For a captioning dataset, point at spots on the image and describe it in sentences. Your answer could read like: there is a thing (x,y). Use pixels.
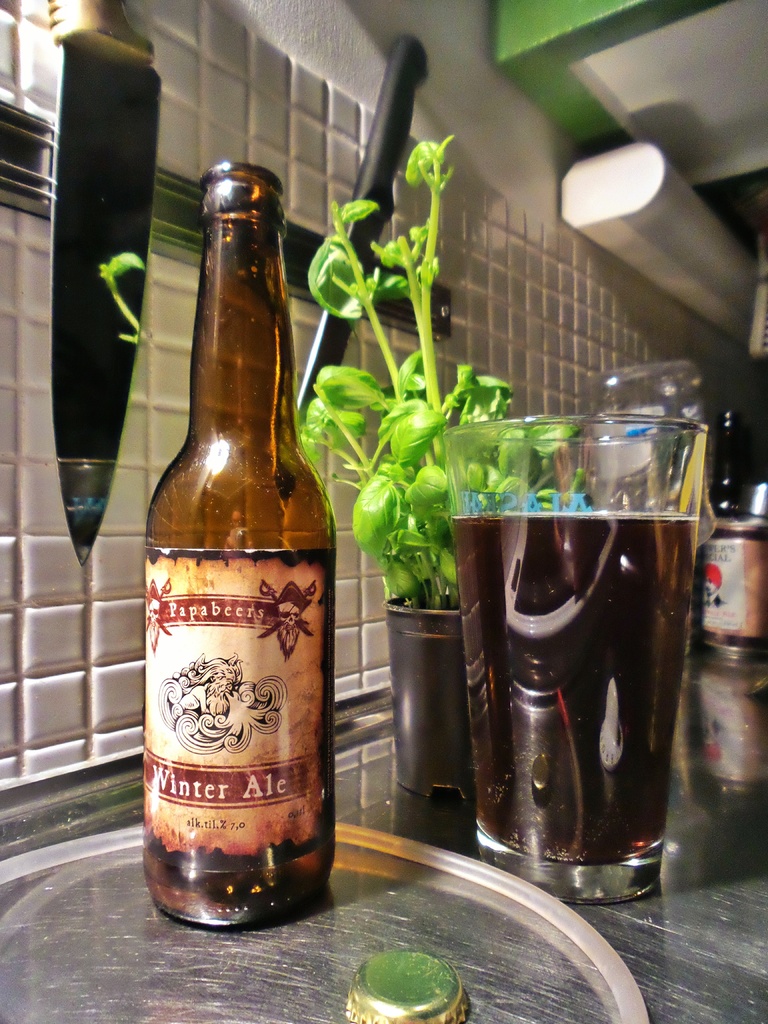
As we can see in the image there are glasses (476,630) and bottle (271,652).
